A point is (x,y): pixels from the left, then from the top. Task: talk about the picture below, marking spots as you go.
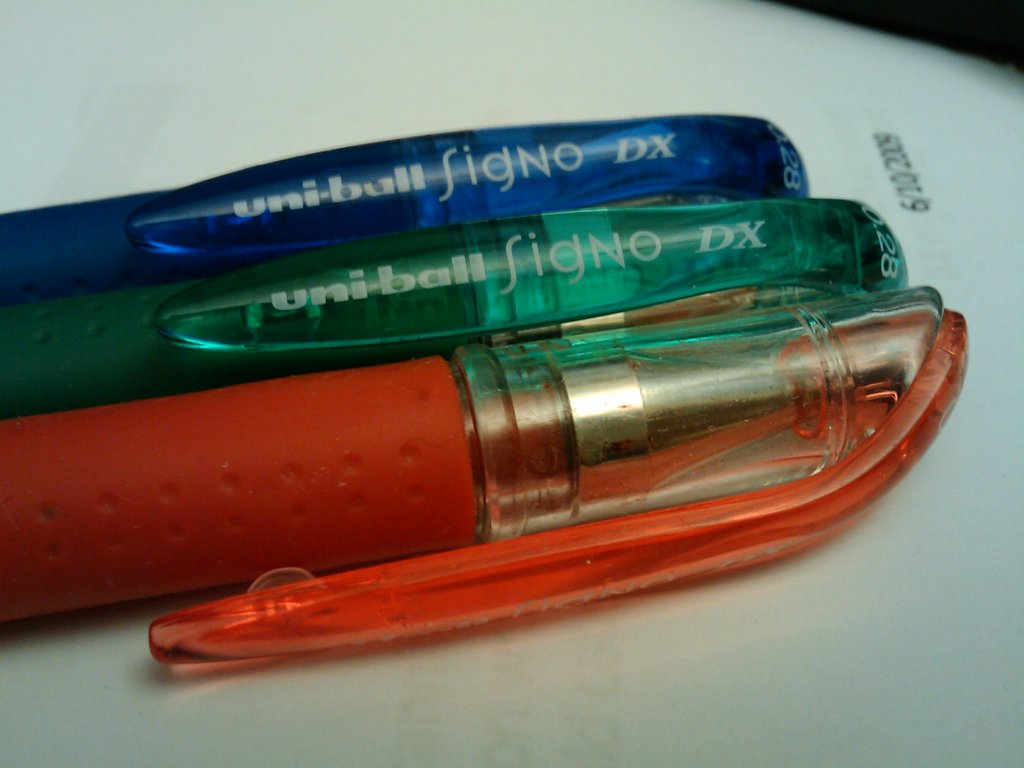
In this image, we can see a table (881,661), on the table (709,680), we can see three pens (445,327) which are blue, green and red color. In the right corner (1018,13), we can see an object (994,18) which is in black color.
